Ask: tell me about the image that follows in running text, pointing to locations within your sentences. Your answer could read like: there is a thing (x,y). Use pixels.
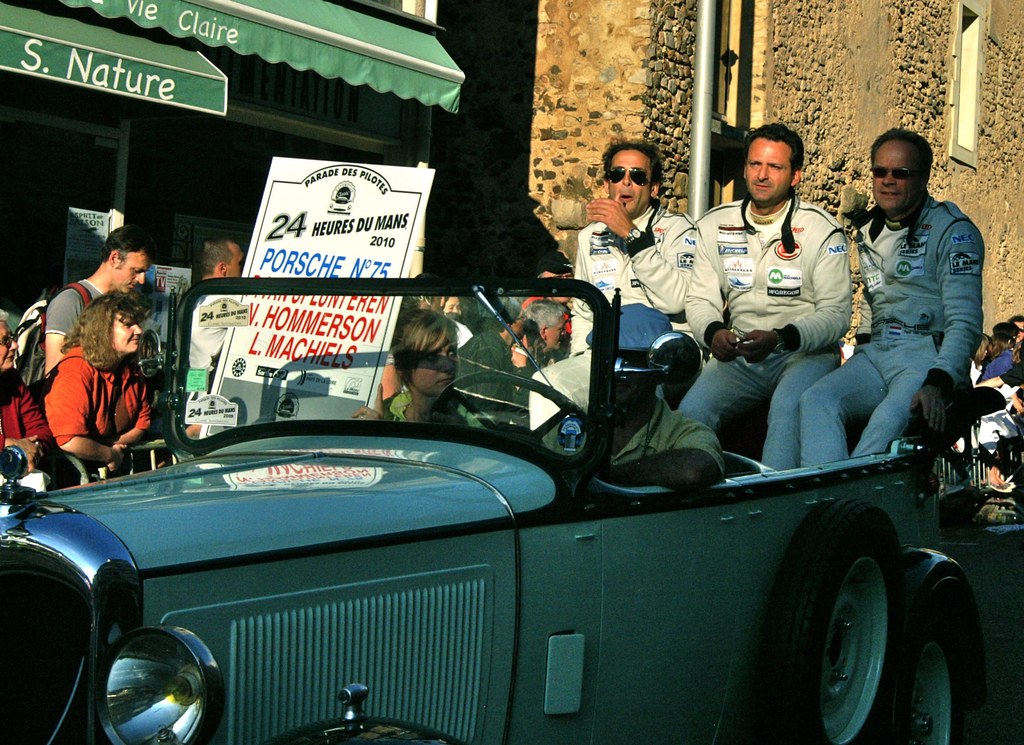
In this picture we can see a old model car (489,389) and person (662,442) is riding the car (588,407) he wore cap (637,331) and woman (433,338) is looking at him and in the background (211,333) we can see group of people (711,221), banner (274,216), sun shade (281,31), wall (588,12), pole (706,47) and a window (978,78) for building (940,76).
